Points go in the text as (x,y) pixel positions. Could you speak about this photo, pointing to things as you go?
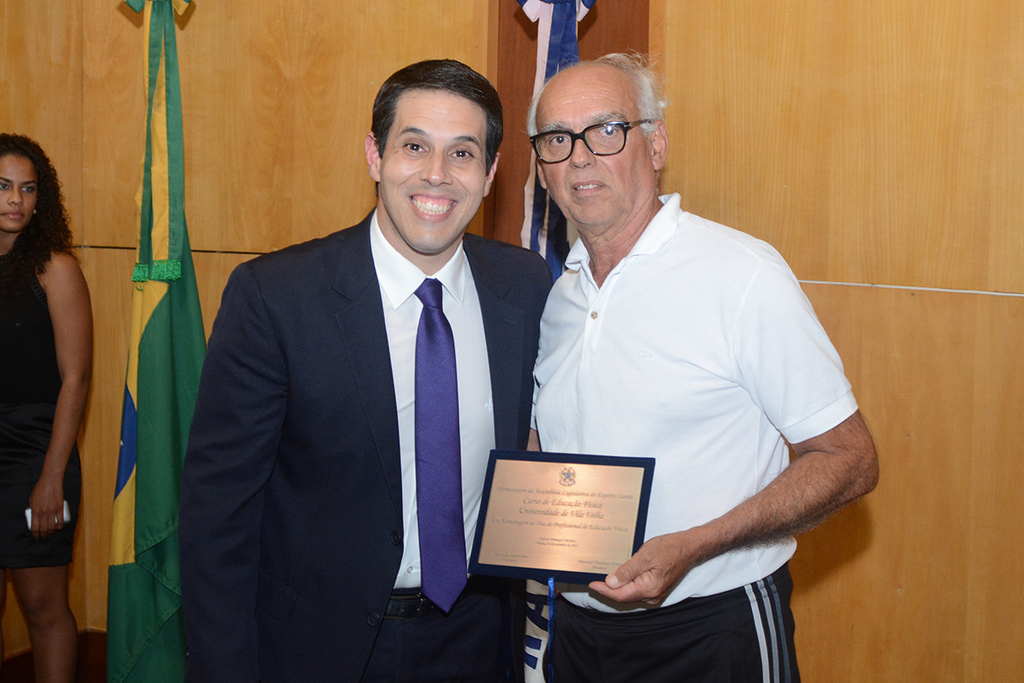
In this picture we can see two men (607,432) standing in the front (617,460), a man (534,406) on the right side (686,363) is holding an award (598,523), on the left side (41,406) there is a woman (76,406) standing, in the background (135,406) there are two flags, a man (452,335) on the left side (325,314) wore a suit (386,473).
